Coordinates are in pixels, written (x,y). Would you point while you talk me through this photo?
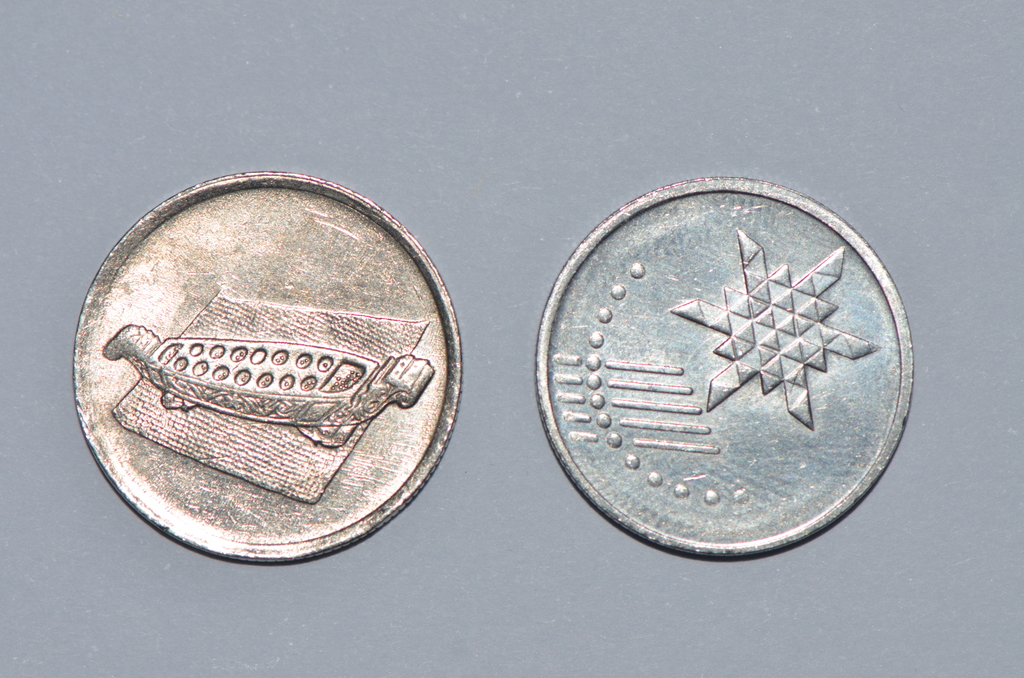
In this picture we can see couple of coins (563,428).
